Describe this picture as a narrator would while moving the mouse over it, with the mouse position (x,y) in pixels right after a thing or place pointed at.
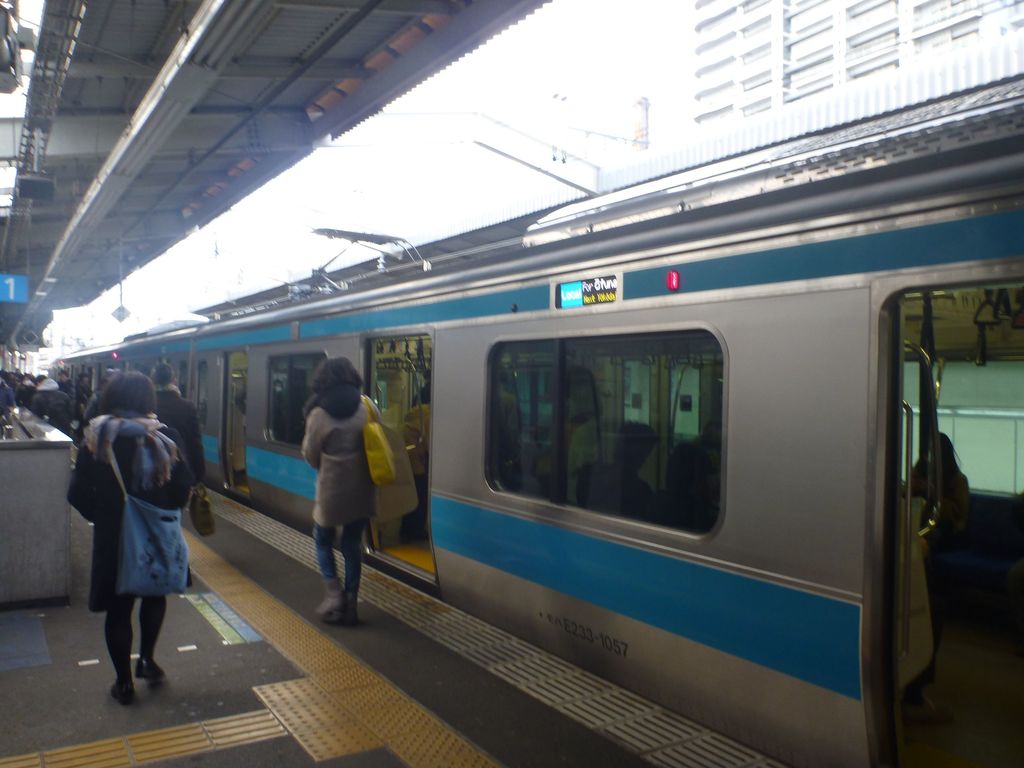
In this image I can see a platform (313,561) in the front (200,490) and on it I can see number of people (155,409) are standing. I can also see a train (802,469) in the background (570,437) and in it I can see few people (943,475). On the left side of the image (27,292) I can see a blue colour board (17,276) and on it I can see something is written.
